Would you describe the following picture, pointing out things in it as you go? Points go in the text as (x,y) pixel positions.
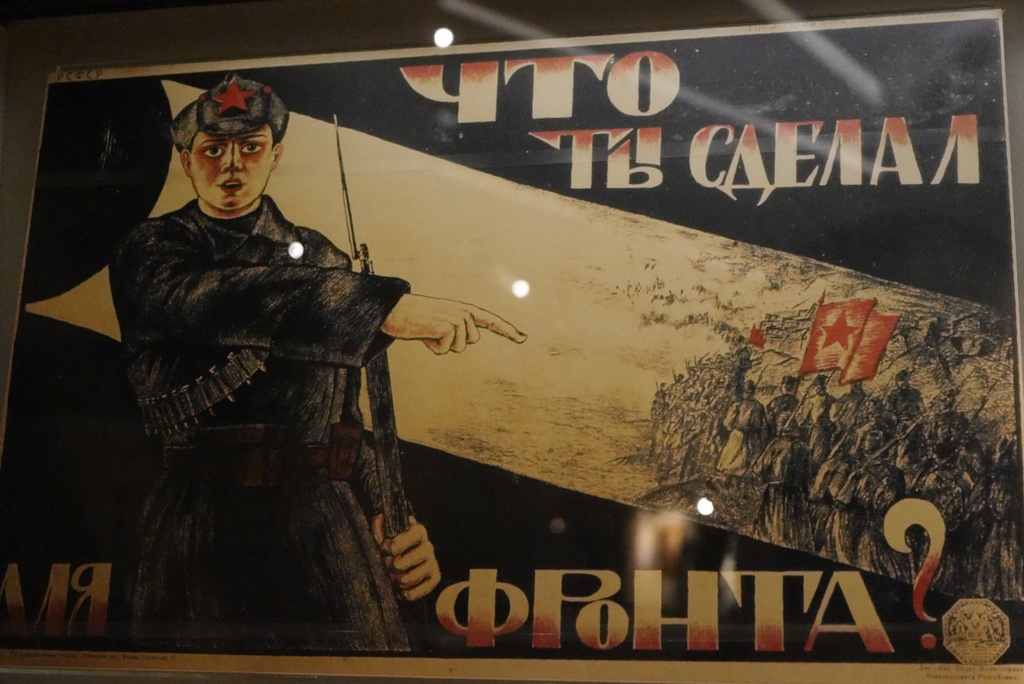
In this image there is a poster (340,256) having painting (249,450) and some text (801,119). The person (235,169) is holding a gun (387,520). He is standing. He is wearing a cap (249,111). Right side (947,481) there are people (816,518). Few people (856,434) are holding the flags (830,334). Bottom of the image (719,607) there is some text (69,585). Background (1018,162) there is a wall (884,8).
